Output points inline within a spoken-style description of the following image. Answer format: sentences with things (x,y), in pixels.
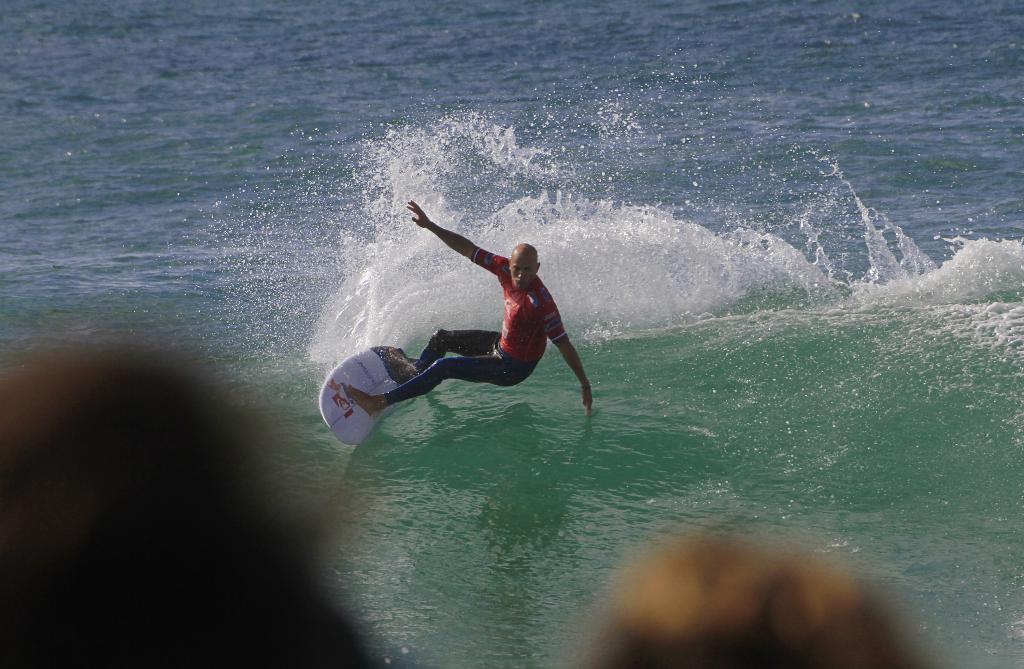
In the middle (592,401) I can see a person (363,394) is surfing in the ocean (428,397). This image is taken may be in the ocean (388,542) during a day.
